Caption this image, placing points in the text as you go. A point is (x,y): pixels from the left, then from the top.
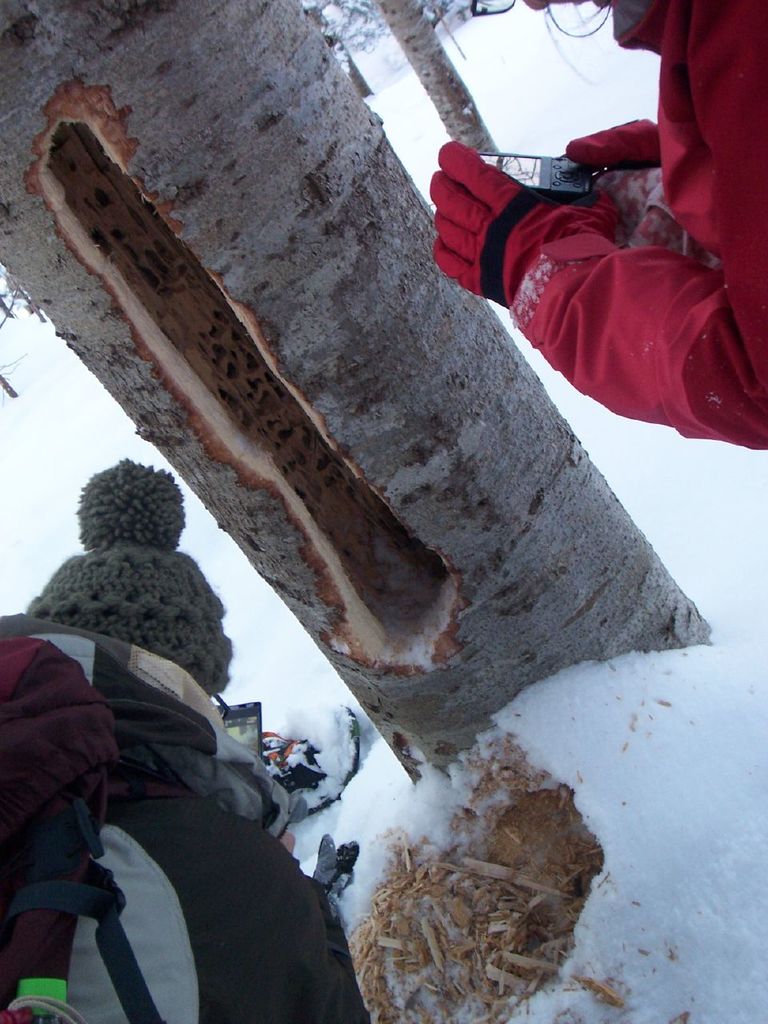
In this image we can see a tree bark (487,403), there a person (653,318) is standing and holding a mobile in the hand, there is a snow (741,796), there a person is standing, and wearing a woolen cap (116,475), and a bag (87,729).
